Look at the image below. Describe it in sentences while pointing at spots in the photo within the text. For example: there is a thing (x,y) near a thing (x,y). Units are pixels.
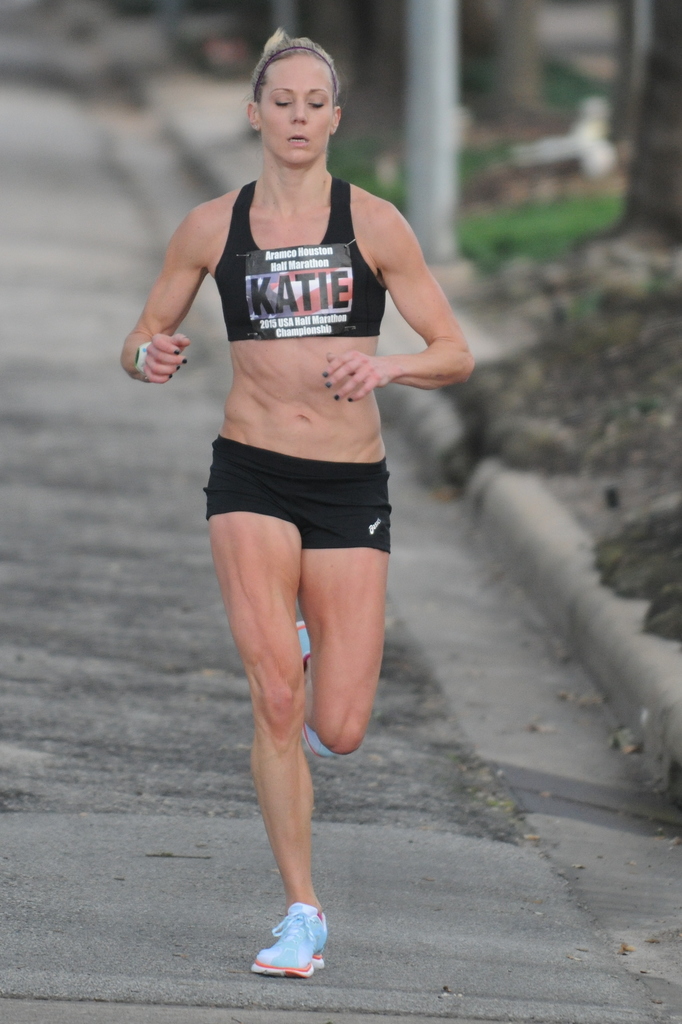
In the given image i can see a lady (329,373) running on the road (401,880).
